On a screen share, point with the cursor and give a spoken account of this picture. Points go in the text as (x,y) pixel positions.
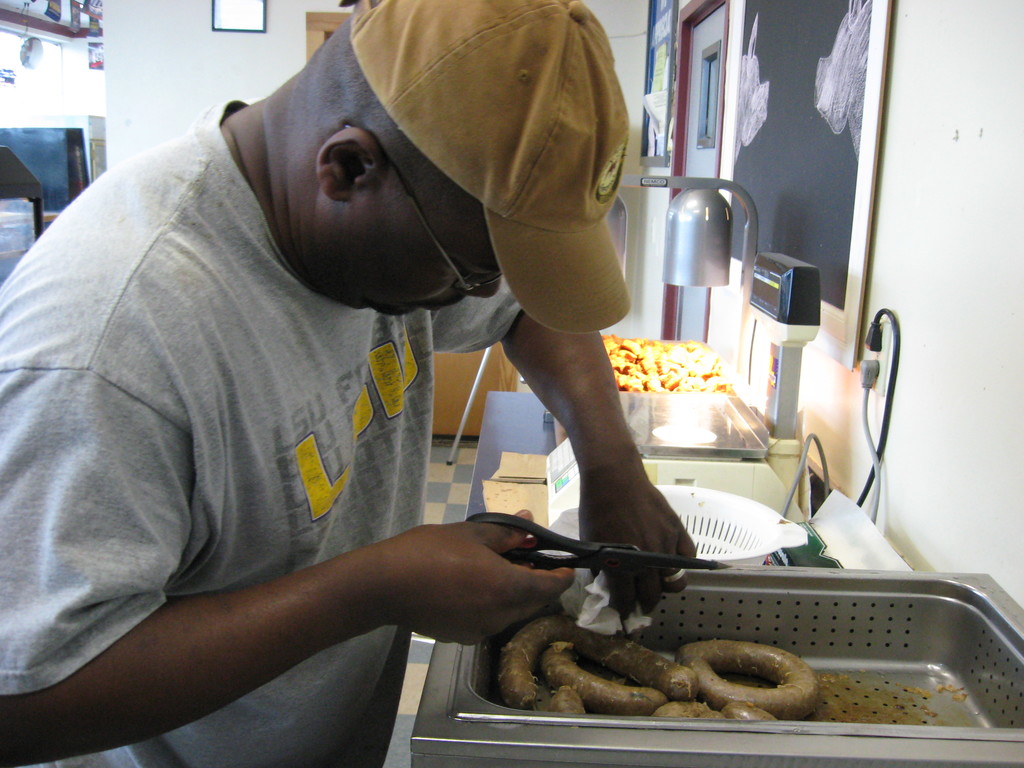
In this image I can see a person (319,132) on the left side (150,185) is holding a scissors (584,542), in the middle (677,376) there is a steel bowl (970,608), light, on steel bowl (978,622) I can see food item (661,365) on the right side (730,310) I can see the wall (911,185), on the wall (956,192) I can see photo frame (848,74).
